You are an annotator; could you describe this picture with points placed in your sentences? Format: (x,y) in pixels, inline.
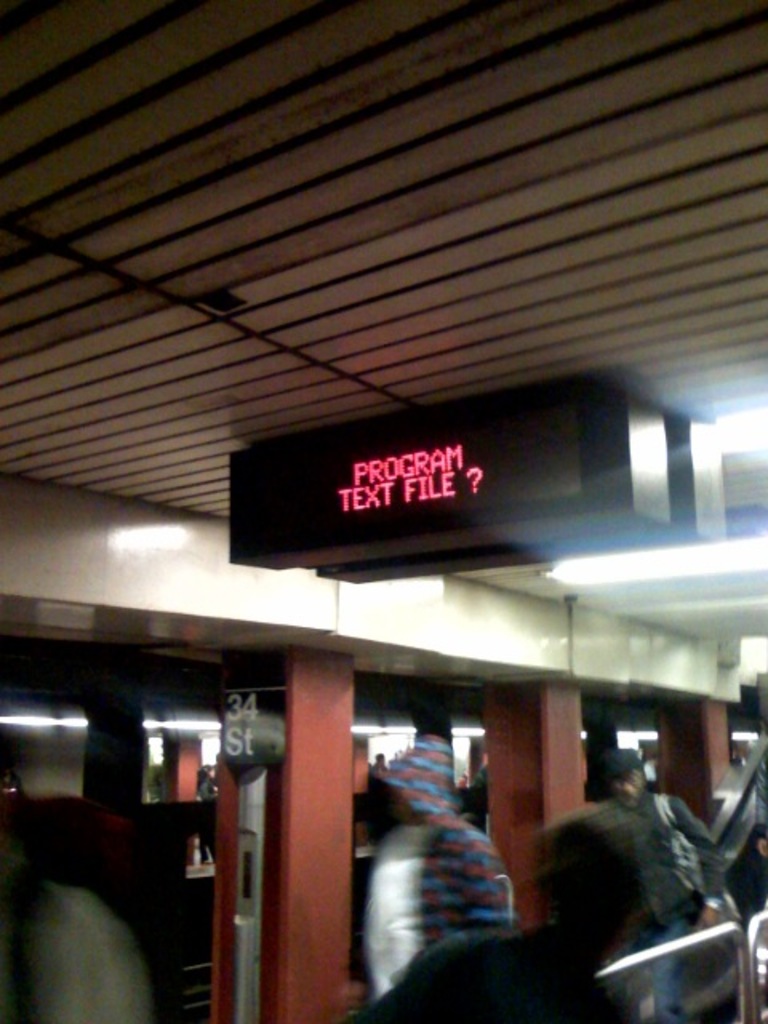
In this picture I can see few people (438,808) in front (450,827) who are blurred and I see the pillars (318,758) and the lights (362,731) and on the top of this image (342,146) I see the ceiling (448,272) and in the middle of this image (392,575) I see the screen (471,542) on which there is something written and I see few lights (735,554).
